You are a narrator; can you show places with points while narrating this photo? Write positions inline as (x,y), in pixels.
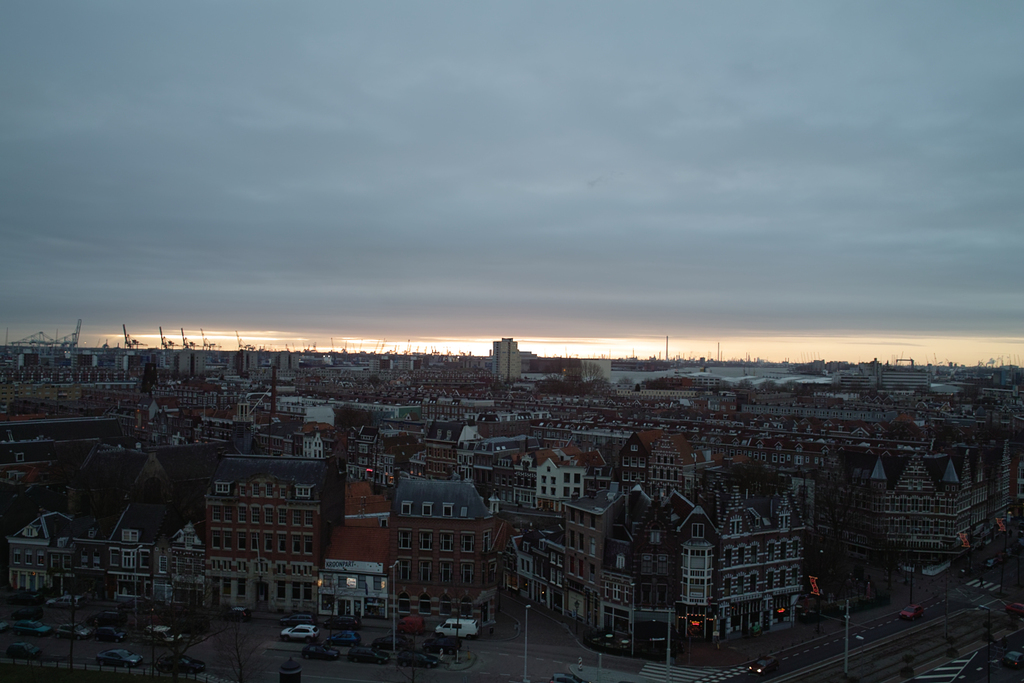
This picture is clicked outside. In the foreground (404,653) we can see the group of vehicles (373,645), metal rods (847,632) and lights (356,581) and we can see the houses (311,457) and buildings (353,391). In the background (283,185) we can see the sky (598,206) and we can see many other objects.
